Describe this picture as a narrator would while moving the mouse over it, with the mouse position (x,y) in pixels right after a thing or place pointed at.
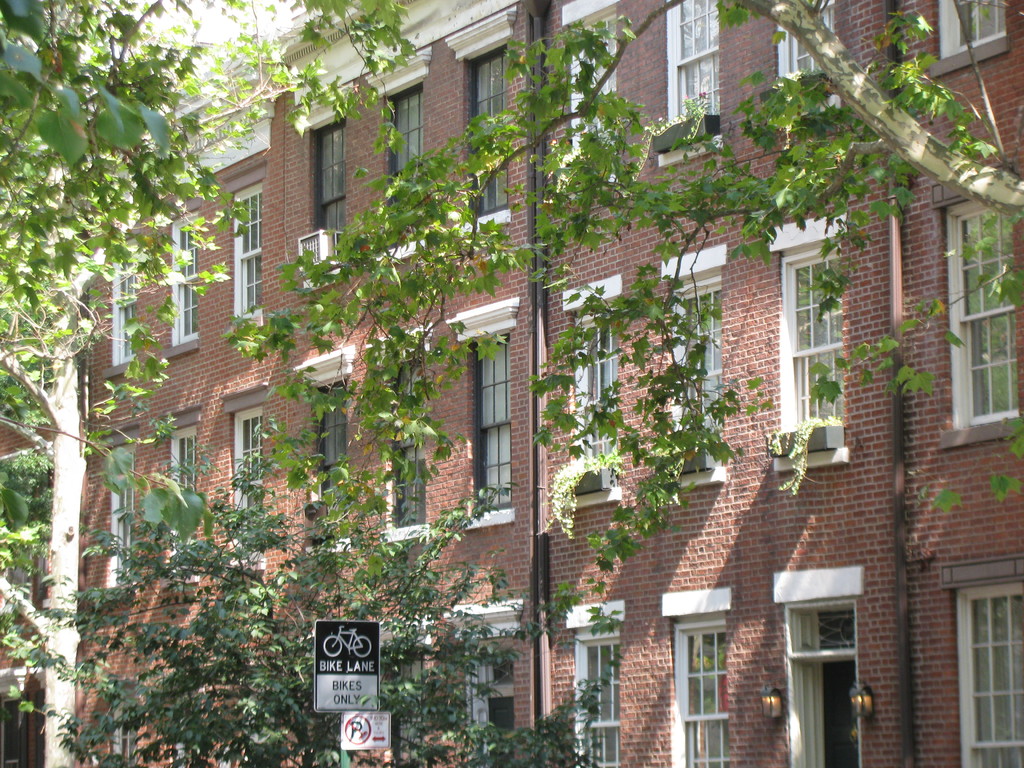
As we can see in the image there are buildings (764,31), trees (443,521), sign board (338,695) and windows (690,734).
